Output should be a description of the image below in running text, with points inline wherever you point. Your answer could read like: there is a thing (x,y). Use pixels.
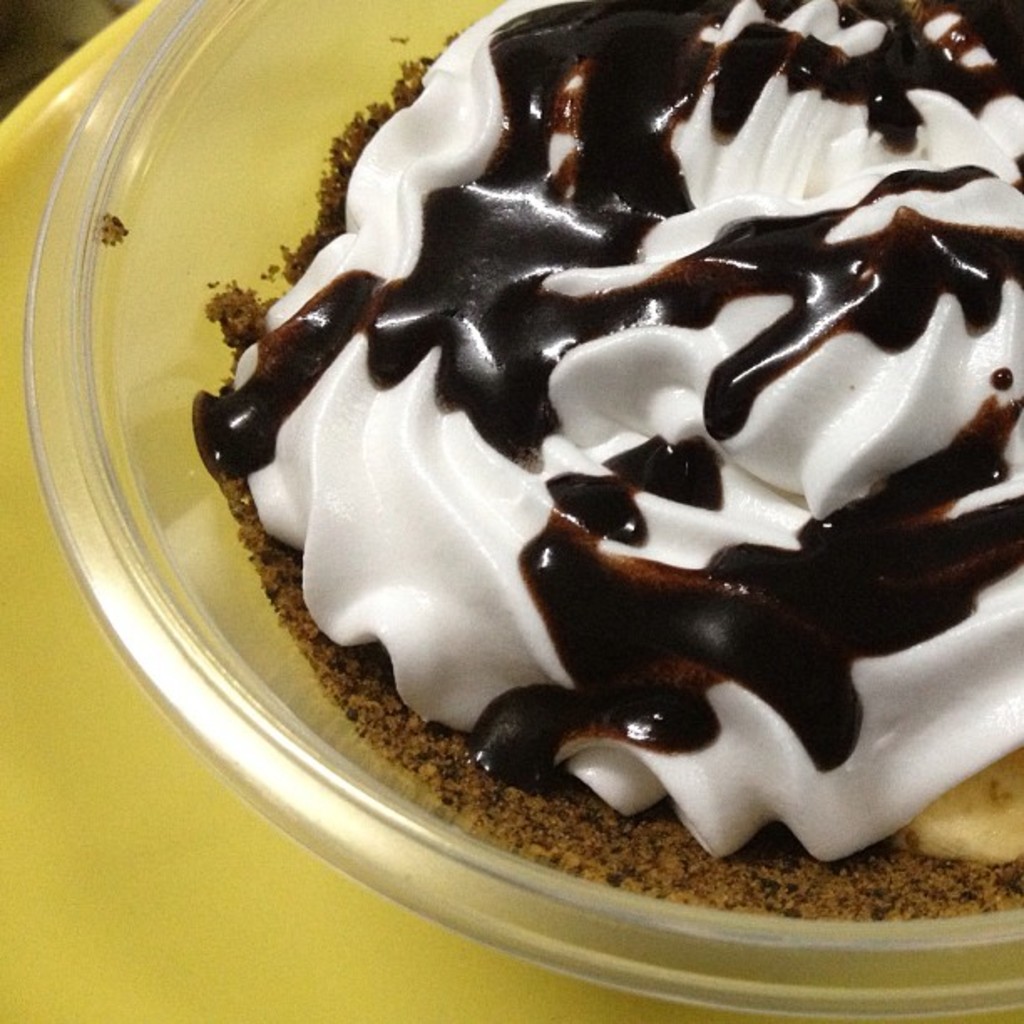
In the picture we can see a glass bowl (197,470) in it, we can see an ice cream (891,747), which is white in color with a chocolate syrup (701,302) on it.
